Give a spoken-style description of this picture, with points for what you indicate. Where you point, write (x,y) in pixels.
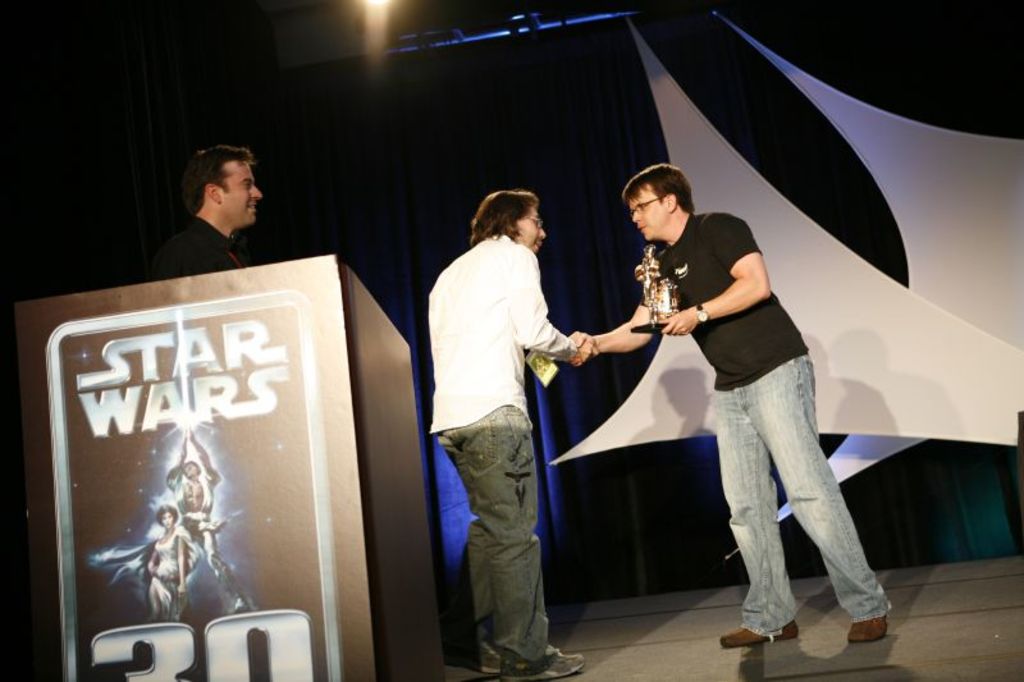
In this image, we can see three persons (498,354). On the left side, a person (206,264) is there behind the podium (236,378). On the podium (281,599), we can see some text (115,656) and animated humans picture (199,569). Here two persons (577,341) are shaking their hands (584,348) each other. Here a person (690,325) holding an object (672,313). Background (538,150) we can see curtain (512,164) and clothes (912,182).
